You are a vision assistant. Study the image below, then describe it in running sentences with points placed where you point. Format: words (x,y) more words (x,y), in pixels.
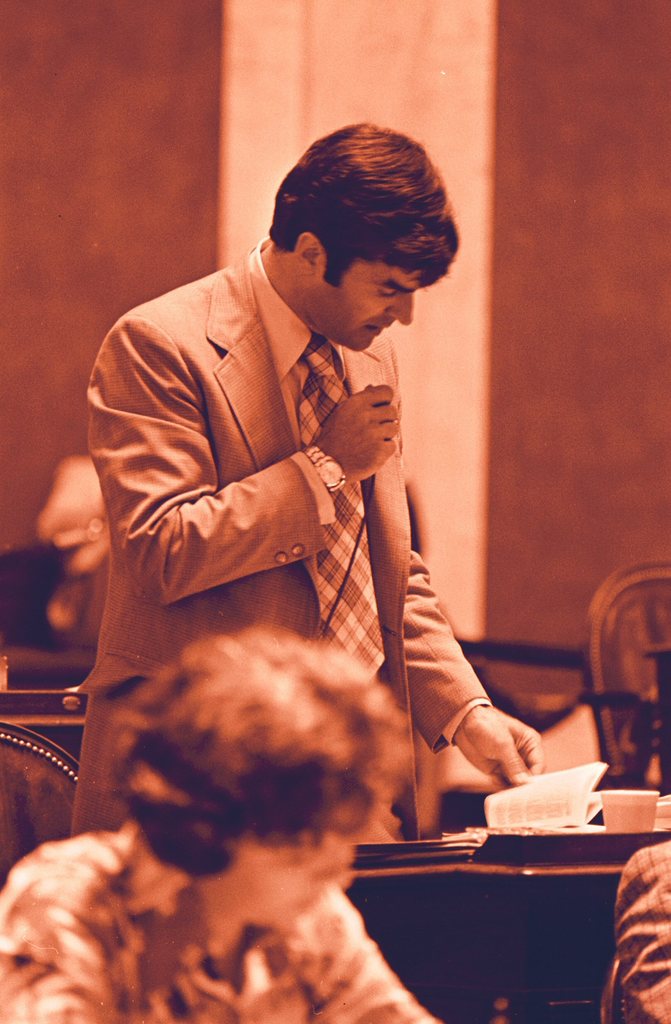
In this picture I can see there is a man (209,530) standing and he is holding a book (527,812), there is a cup (640,807). I can see there is a woman (256,926) at left (223,947) and in the backdrop (338,51) there is a wall (471,50).
